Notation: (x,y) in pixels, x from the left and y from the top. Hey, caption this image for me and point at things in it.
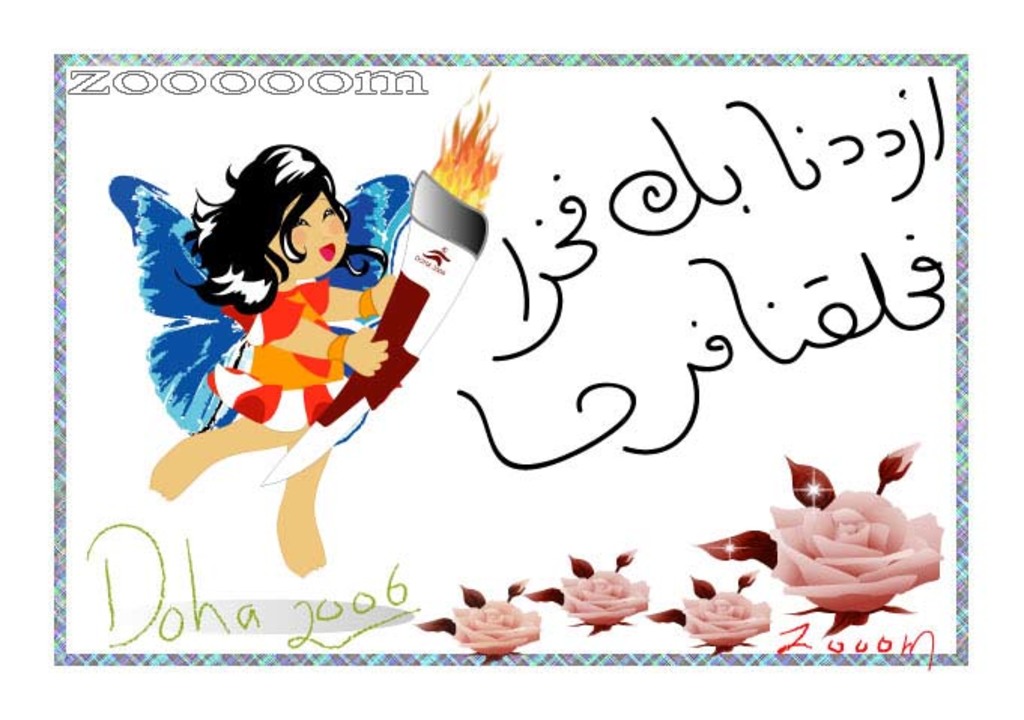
In this image, we can see a cartoon (292,335), flowers (718,613) and some text (199,630).
